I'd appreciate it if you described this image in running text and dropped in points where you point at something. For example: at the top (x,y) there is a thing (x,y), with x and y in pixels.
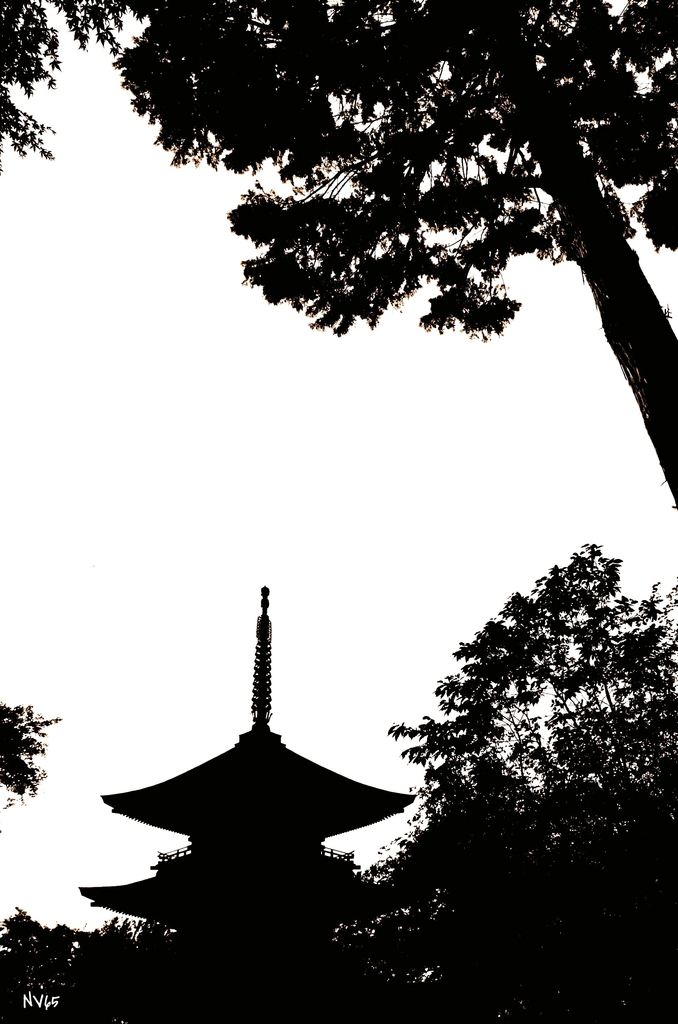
This is a black and white image. In this we can see a house (217,780) and trees (442,702).
